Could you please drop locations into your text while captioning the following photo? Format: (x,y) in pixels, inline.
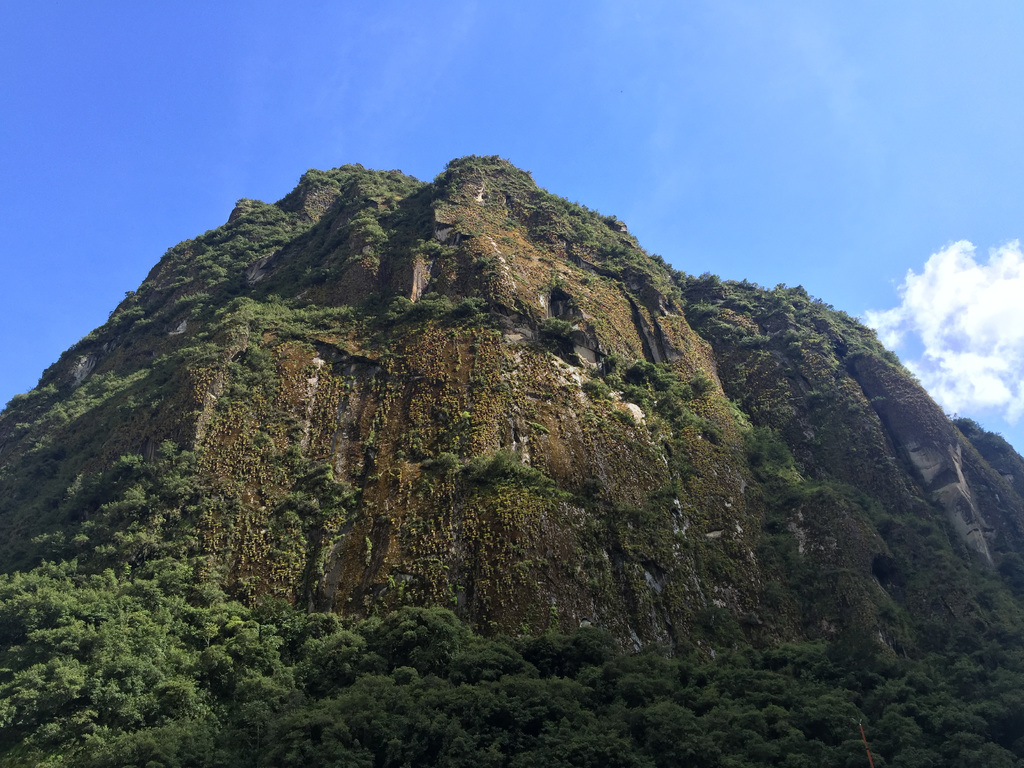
In the picture I can see a mountain (542,386) which has few trees (461,642) and plants (143,701) on it.
